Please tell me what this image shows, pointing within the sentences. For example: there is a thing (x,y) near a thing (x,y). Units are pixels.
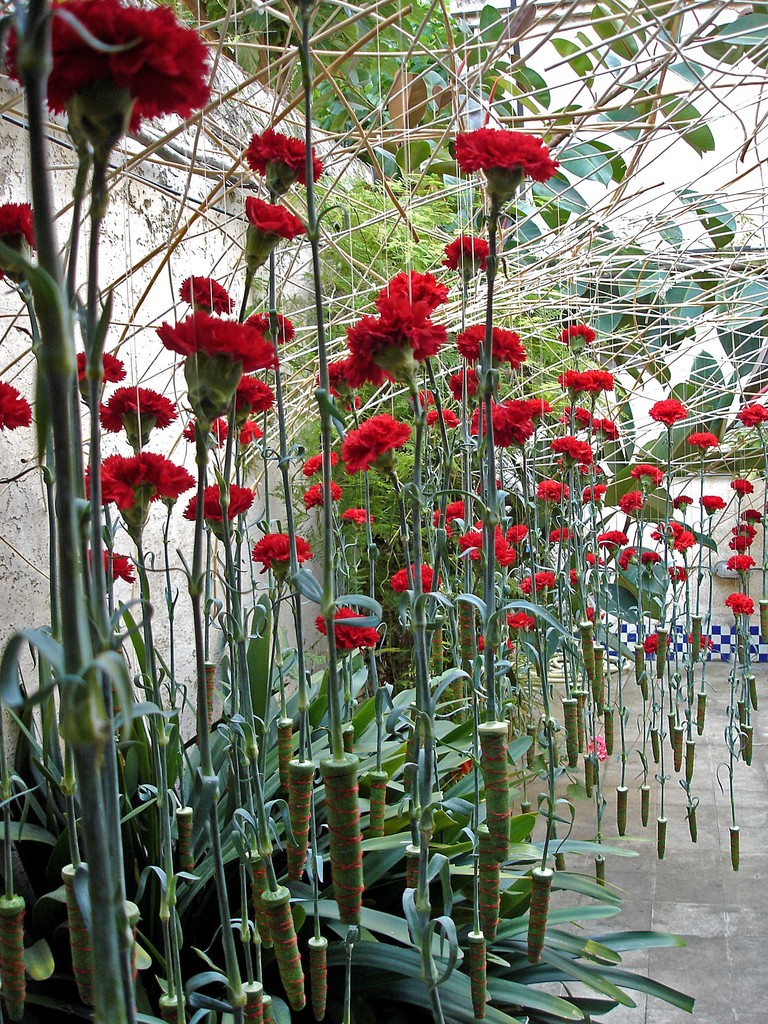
This is completely an outdoor picture. Here we can see flower plants (340,524). On the left side of the picture (47,597) we can see a wall (152,296). This is a floor (694,954).
